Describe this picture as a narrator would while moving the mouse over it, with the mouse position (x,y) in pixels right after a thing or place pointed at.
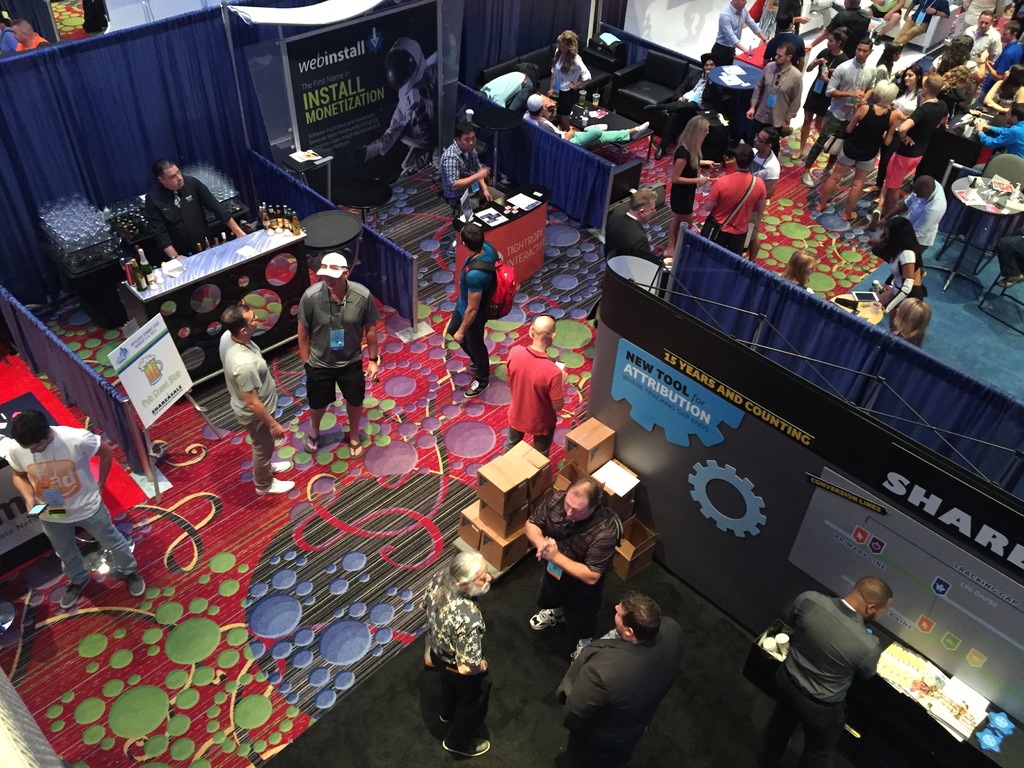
This picture shows few people (541,329) standing and we see few tables (285,243) and bottles (266,224) on it and we see another table (523,220) with papers (530,204) and we see a advertisement banner (374,76) and we see chairs (1011,161) and few people (775,147) seated on the chairs (996,161) and we see a man (732,189) wore a bag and we see carpet (291,615) on the floor (298,625).
